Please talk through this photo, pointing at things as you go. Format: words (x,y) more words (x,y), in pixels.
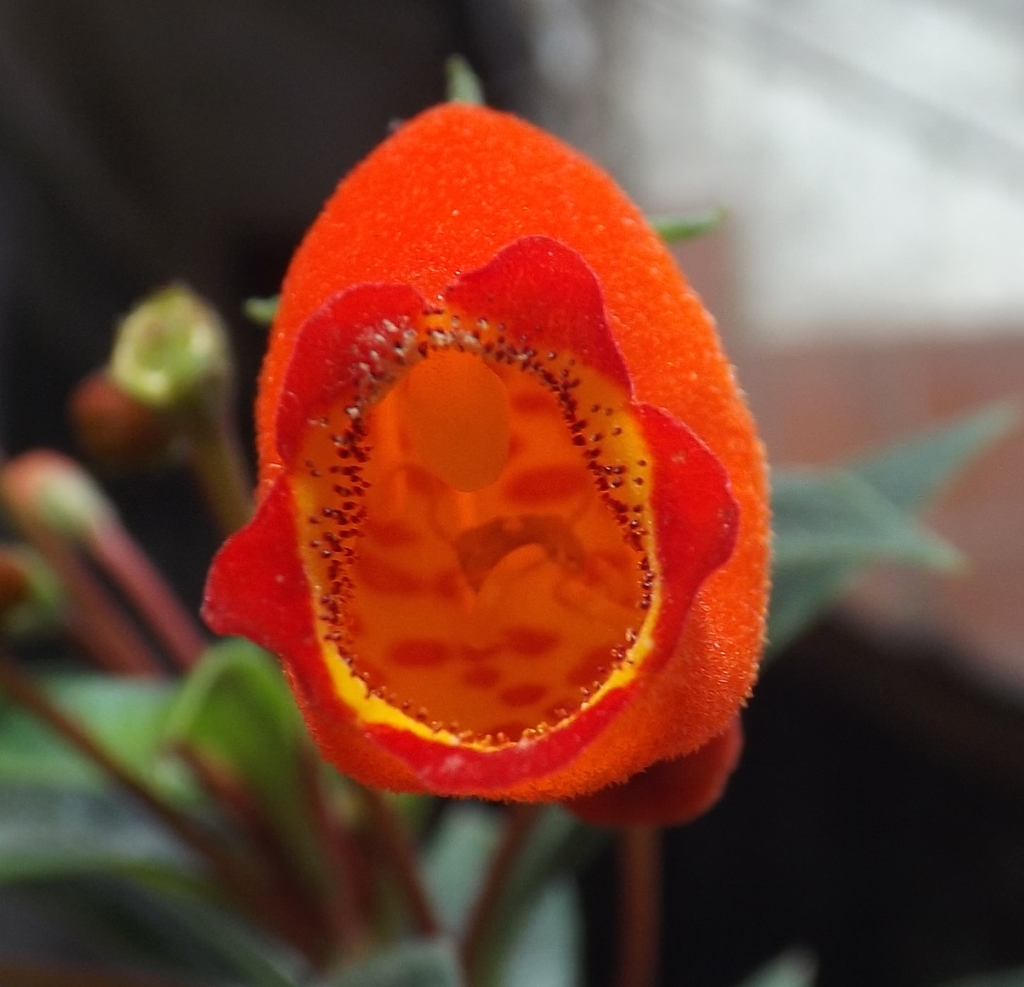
This image consist of a flower (617,632) which is in the center (457,547).
